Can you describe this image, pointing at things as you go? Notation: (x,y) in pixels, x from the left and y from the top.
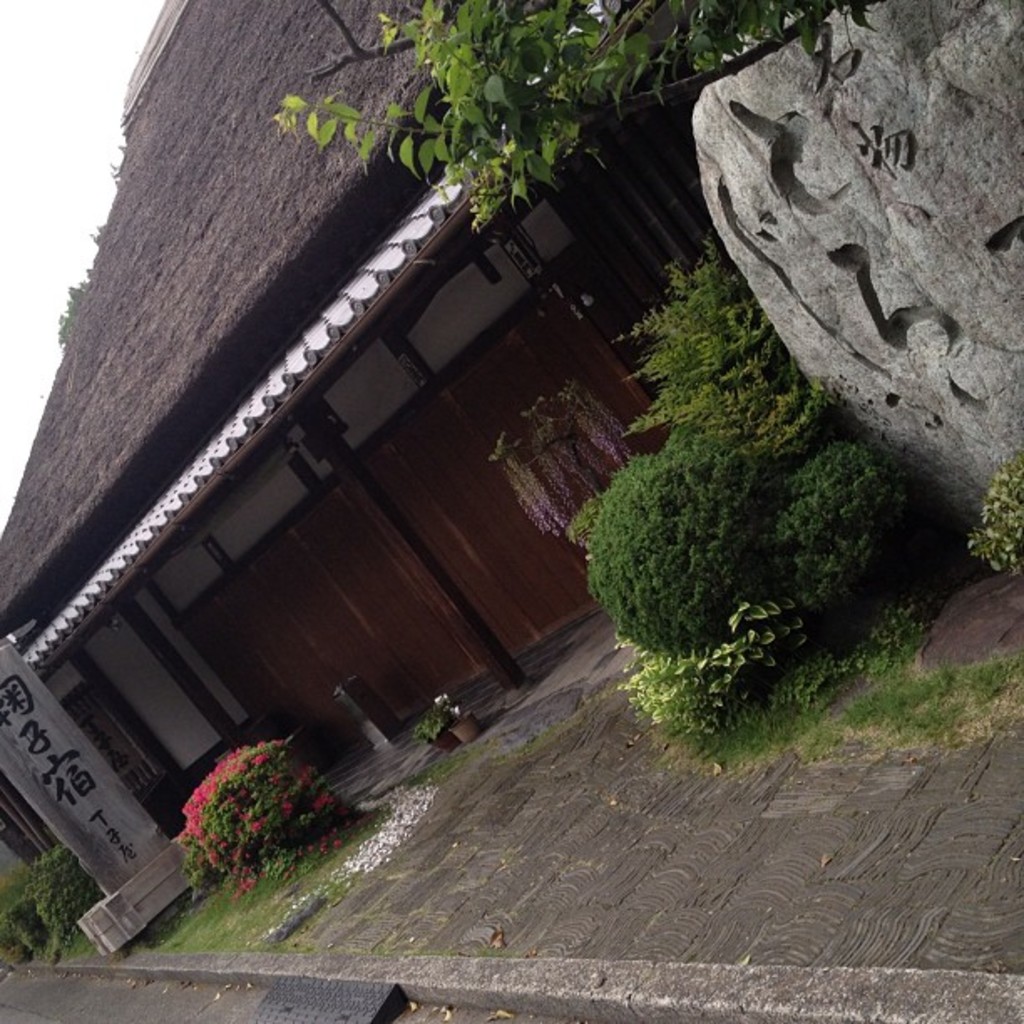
In this image we can see a building (409,218), rocks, laid stone (557,881), house plants (446,749), bushes (262,848) and sky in the background (117,81).
